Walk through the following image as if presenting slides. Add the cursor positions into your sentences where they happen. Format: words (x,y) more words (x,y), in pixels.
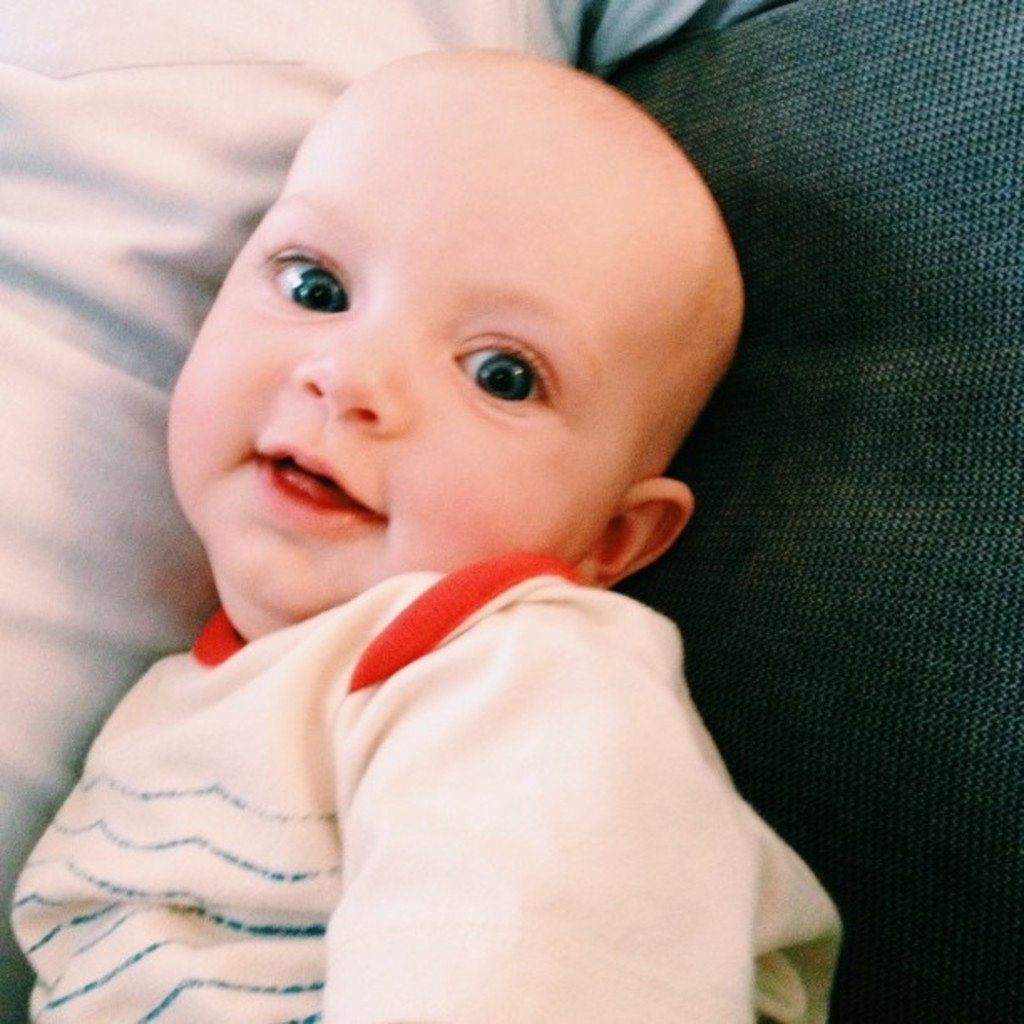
In this image in the center (476,408) there is one baby (460,503), and in the background (113,258) there might be clothes (38,470).
